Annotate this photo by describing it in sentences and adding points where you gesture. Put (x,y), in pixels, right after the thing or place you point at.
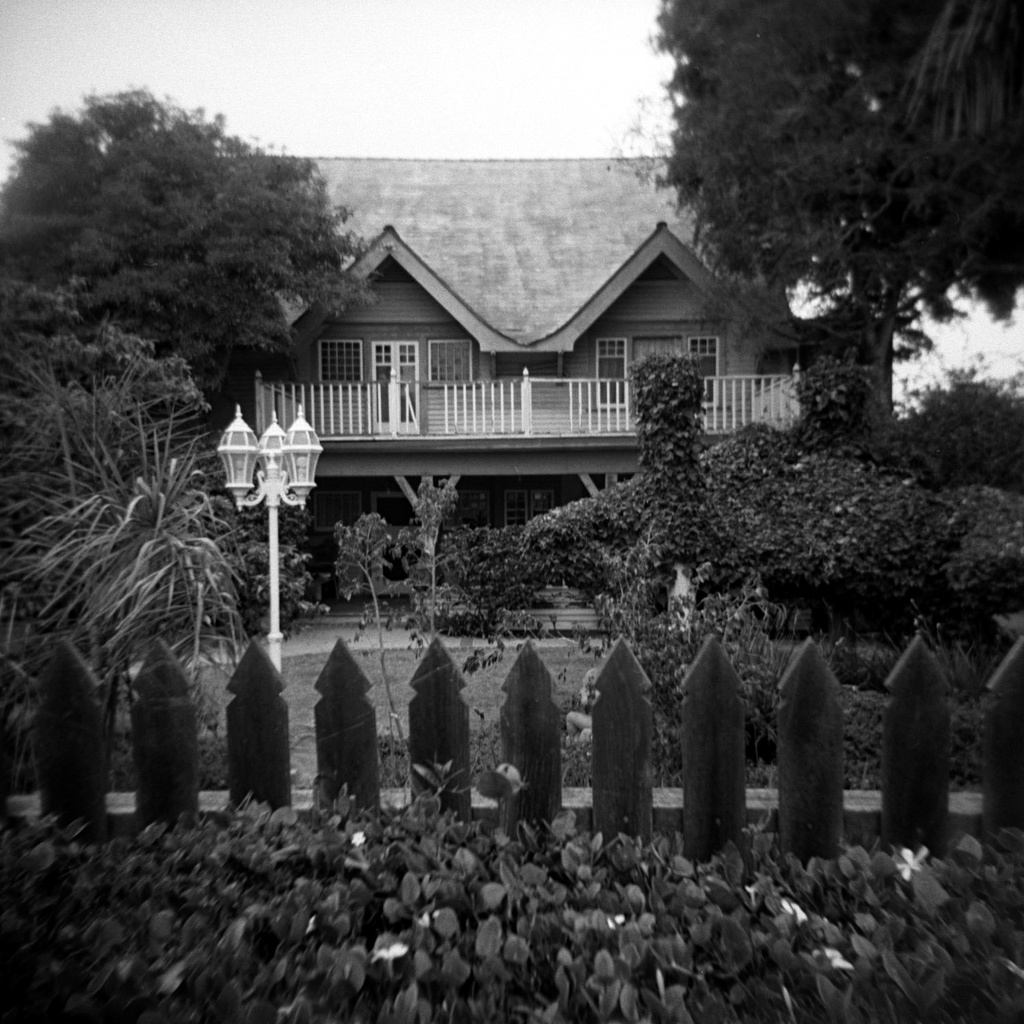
This is black and white image where we can see plants (286,851), fence (320,714), grassy land (311,696), pole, trees (173,287), lights (234,454) and a house (569,359). At the top of the image (359,53), we can see the sky (82,31).
